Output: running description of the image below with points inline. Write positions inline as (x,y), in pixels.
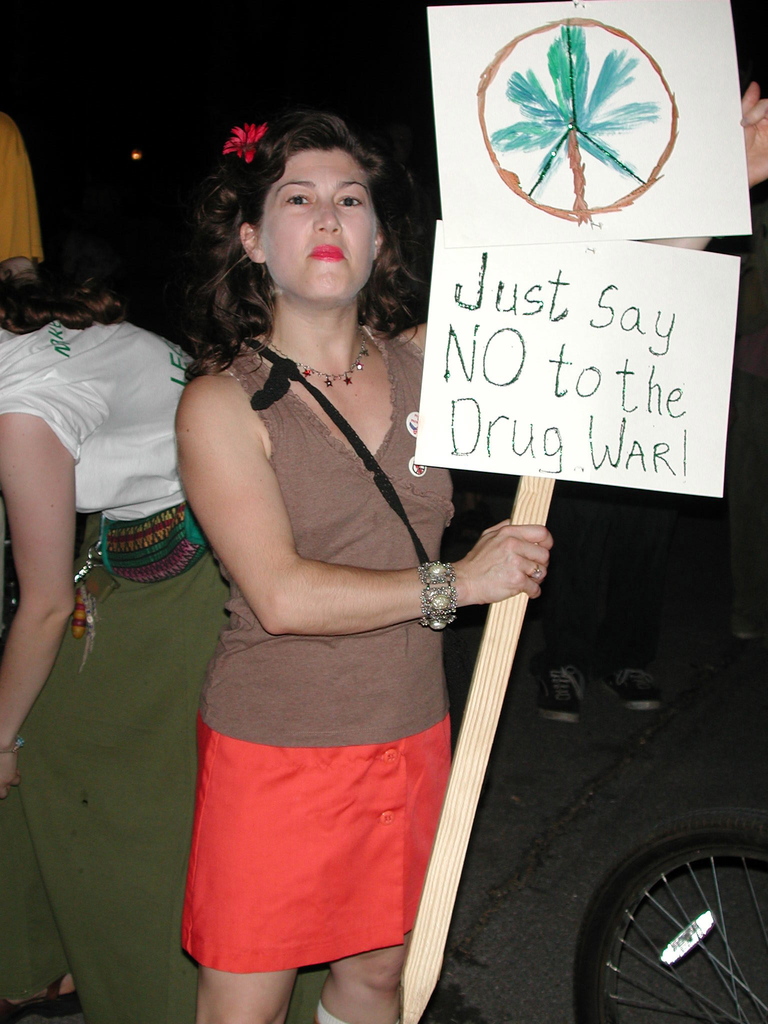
In this picture we can observe a woman (258,550) wearing brown and red color dress (352,503), holding two white color boards (543,315) fixed to cream color stick (469,719). In the left side (177,372) there is another woman (125,375). We can observe a tire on the right side (623,912). In the background (143,112) it is completely dark.
